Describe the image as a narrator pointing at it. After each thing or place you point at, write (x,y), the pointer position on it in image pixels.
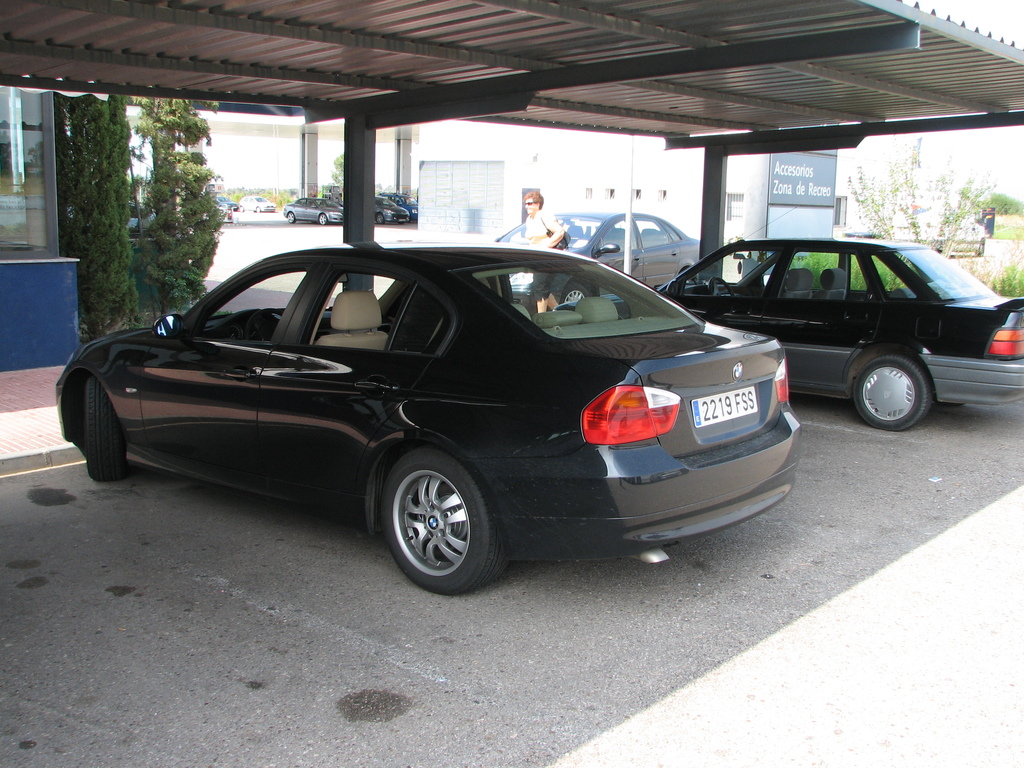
This picture is clicked outside. In the center (525,316) there are two cars (545,348) parked on the ground (883,471) under the tent (515,69) and there is a person (540,230) seems to be walking on the ground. On the left (113,241) we can see the plants (120,233) and a cabin (38,154). On the right (799,161) there is a banner (808,186) on which the text (802,191) is printed. In the background (590,155) we can see the buildings (241,131), group of vehicles (245,203) parked on the ground (284,225) and we can see the plants (912,207).
